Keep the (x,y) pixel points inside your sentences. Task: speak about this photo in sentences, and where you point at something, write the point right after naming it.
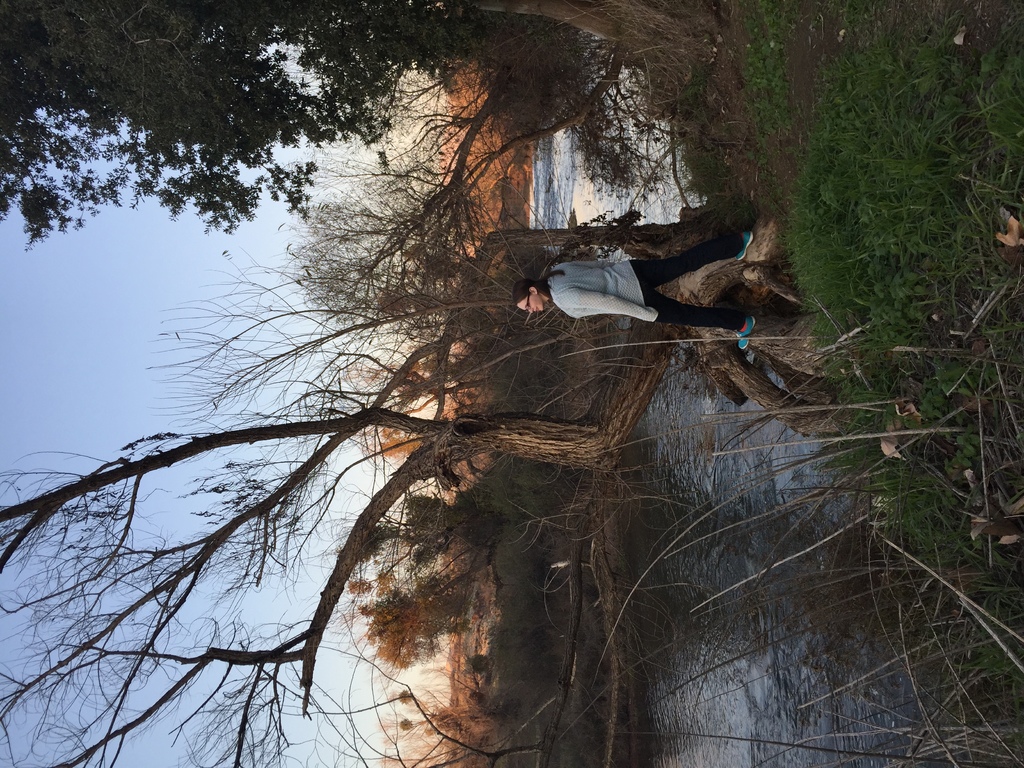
In this image we can see a person (659,321), trees (691,299), and other objects (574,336). At the top of the image (677,179) there is the tree (145,155) and grass (952,111). At the bottom of the image (800,713) there is the water (851,740), grass (961,708) and other objects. In the background of the image (227,591) there is the sky (214,428).
